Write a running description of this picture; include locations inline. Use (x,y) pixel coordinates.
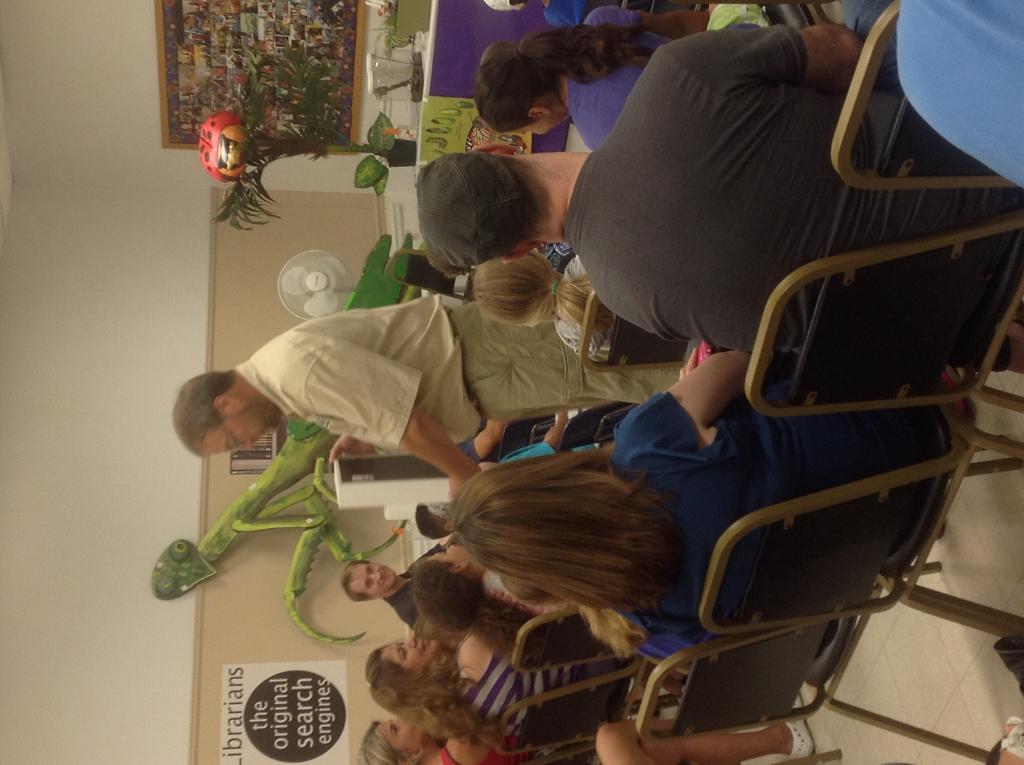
This image is in left direction. In the middle of the image (540,418) there is a man (408,391) standing. Around him few people (442,706) are sitting on the chairs (730,657) and looking at this man (438,400). In the background (321,260) there is a table fan (304,291) and few objects (322,513). At the top of the image (385,132) there are few plants (283,148) placed on a table (447,61) and a frame (242,38) is attached to the wall (132,36). On the left side (59,461), I can see the wall (97,698) and there is a poster (287,710) attached to it.
